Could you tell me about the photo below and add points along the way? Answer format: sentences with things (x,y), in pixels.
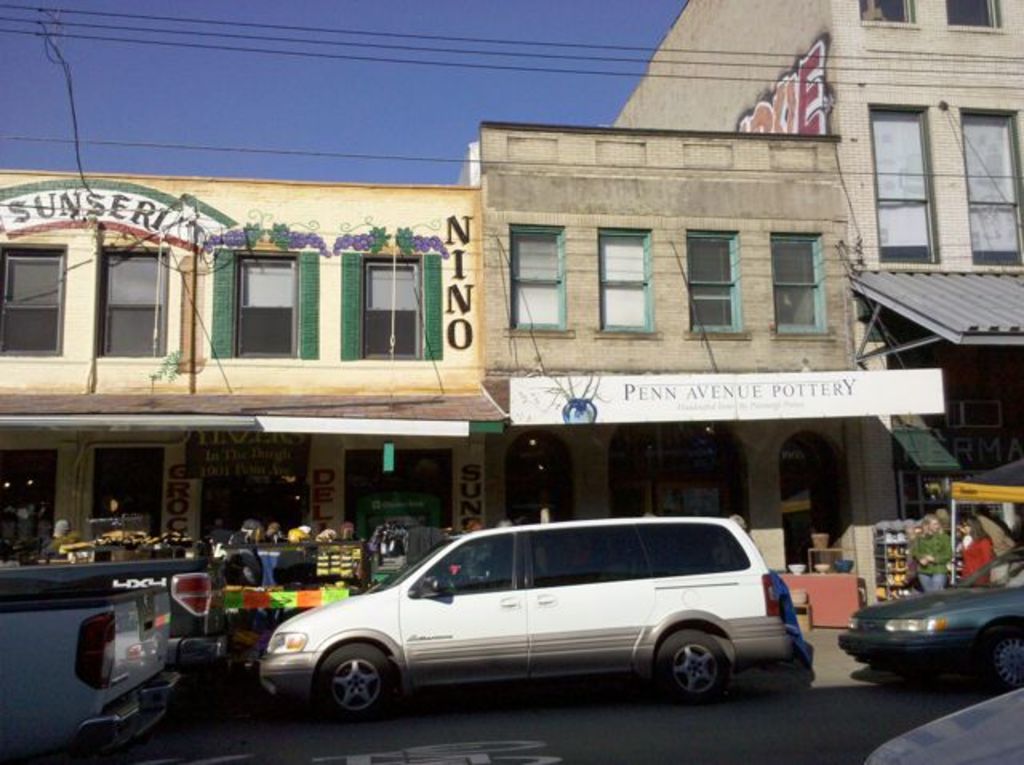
In this image we can see cars (697,638) on the road (576,687). In the background (610,362), we can see buildings (488,361), banners (803,395), people (942,542), shops (400,502) and objects (319,553). At the top of the image (308,60), we can see the sky (429,73) and wires (25,11).
